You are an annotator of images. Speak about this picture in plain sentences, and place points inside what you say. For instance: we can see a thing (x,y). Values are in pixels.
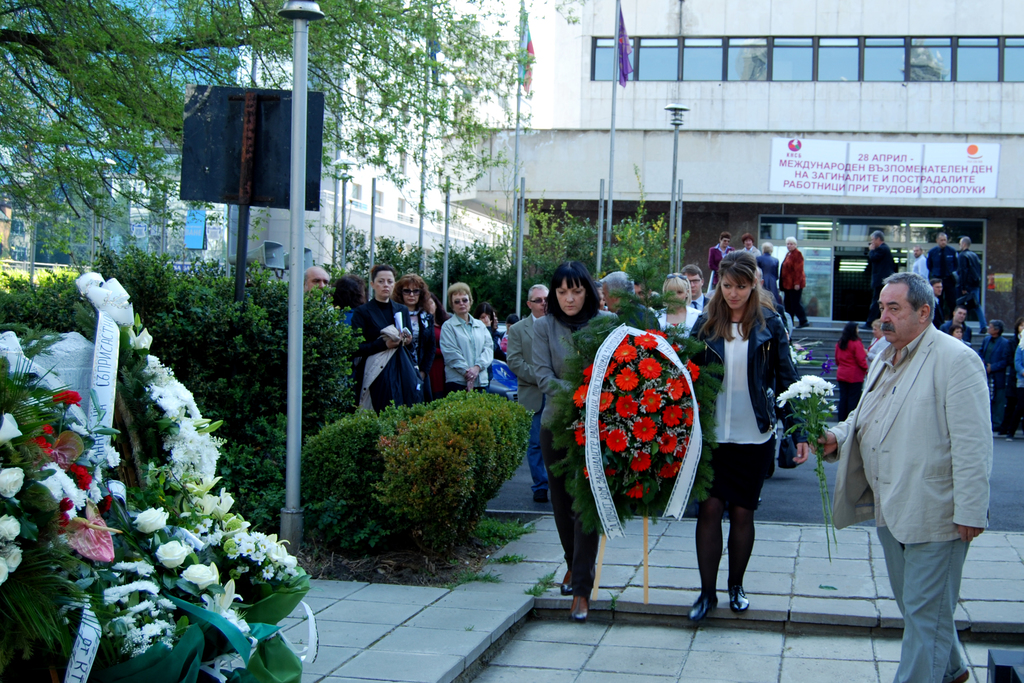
In the center of the image (611,377), we can see two ladies (559,286) holding bouquet (655,432) and on the right (953,489), there is a person (887,408) holding flowers (813,440) in his hand (821,437). In the background (848,409), there are some other people (958,321) standing and we can see buildings (343,92), trees (172,90), plants (422,467), poles (519,95), flags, stairs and a board (226,172). On the left (148,582), we can see some more bouquets (130,536). At the bottom (695,656), there is floor (793,609).
